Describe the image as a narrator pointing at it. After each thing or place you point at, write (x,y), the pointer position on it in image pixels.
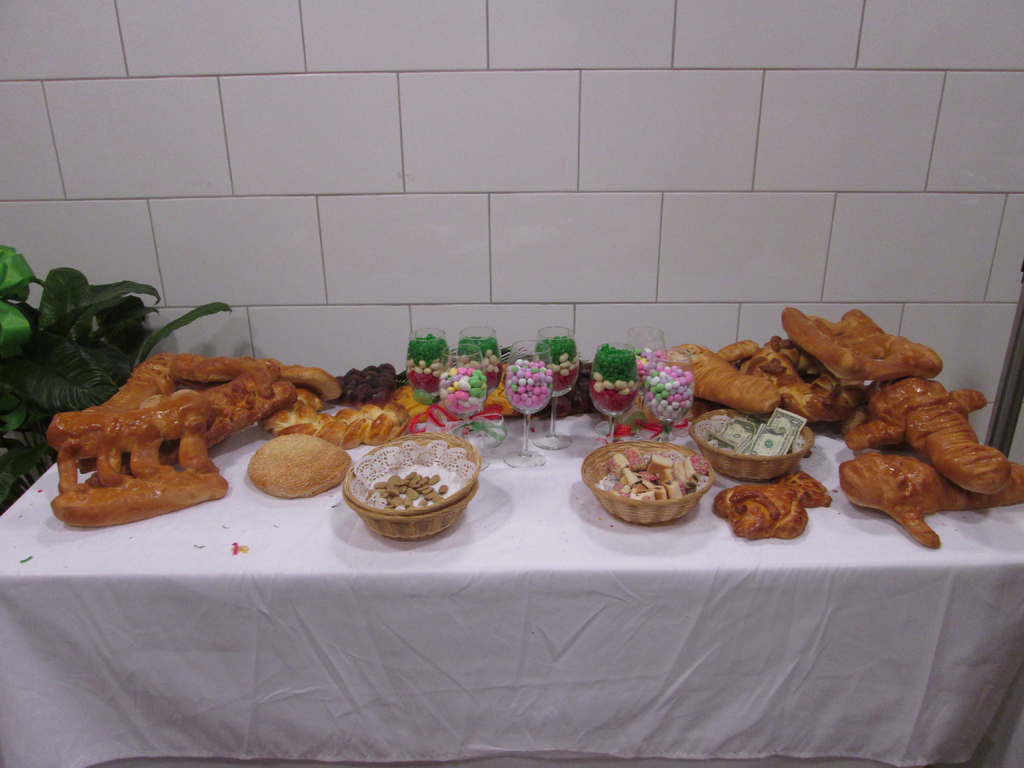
In this picture there is a table (254,508) at the bottom side of the image (424,583), on which there are food items (681,490), money (726,439), and there are candies (531,363) in the glasses (516,378) and there is a plant (51,326) on the left side of the image (25,345).
